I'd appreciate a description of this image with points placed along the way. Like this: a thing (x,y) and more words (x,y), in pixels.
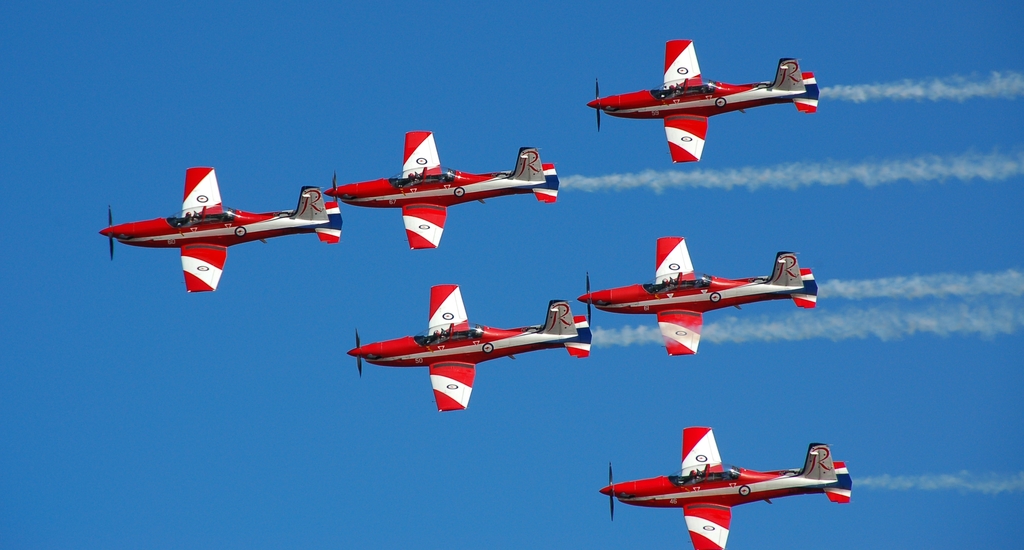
In the image there are planes (697,487) in the air (654,194). Behind the planes (701,286) there is sky (807,238).
